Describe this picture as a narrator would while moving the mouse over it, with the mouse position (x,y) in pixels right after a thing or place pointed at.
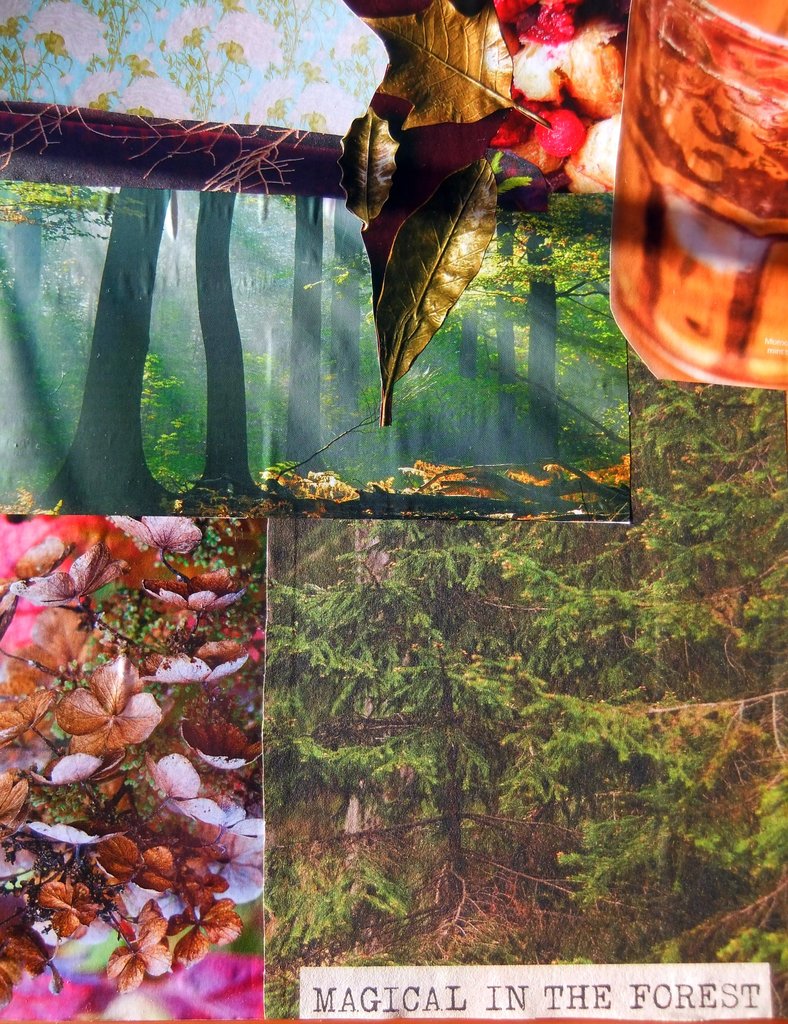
In this picture I can see there is a collage of images and there are flowers (187,727), plants (336,615), trees (313,342) and there is a glass (652,294) of wine (668,182) and there is something written at the bottom right side of the image (621,1008).
